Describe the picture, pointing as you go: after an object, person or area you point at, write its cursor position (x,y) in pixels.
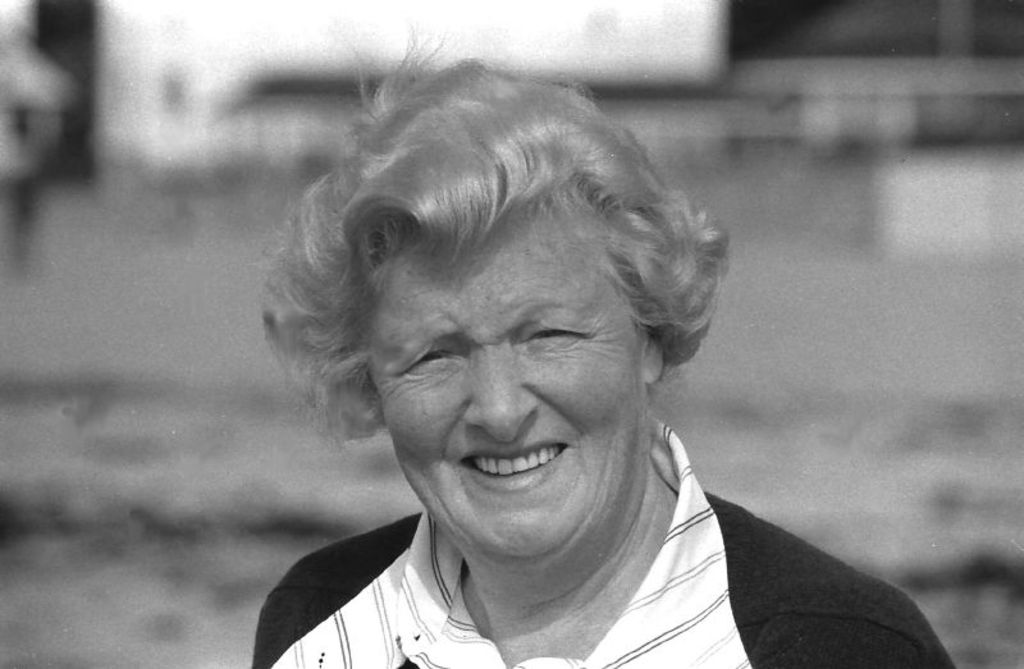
In this image I can see a woman (453,515) smiling. The background of the image (180,139) is blurred.
